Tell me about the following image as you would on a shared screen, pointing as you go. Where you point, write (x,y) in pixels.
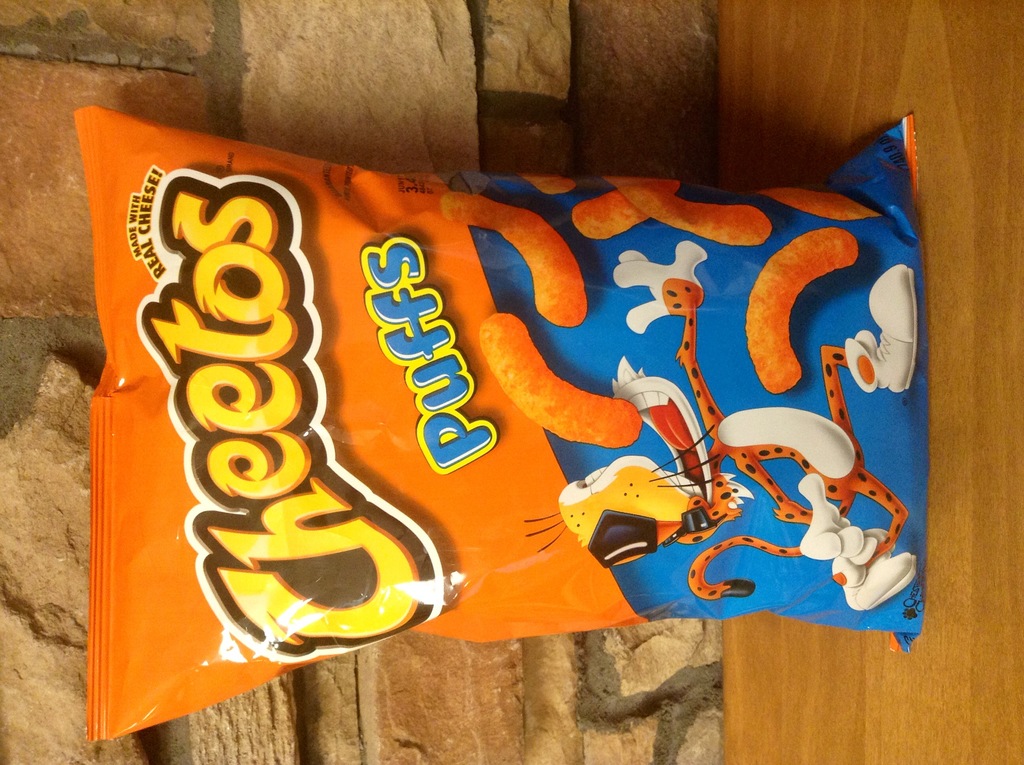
In this image we can see a packet (498,410) on a wooden surface (851,677). On the packet (358,426) there is something written. In the back (366,121) there is a wall (579,705).
